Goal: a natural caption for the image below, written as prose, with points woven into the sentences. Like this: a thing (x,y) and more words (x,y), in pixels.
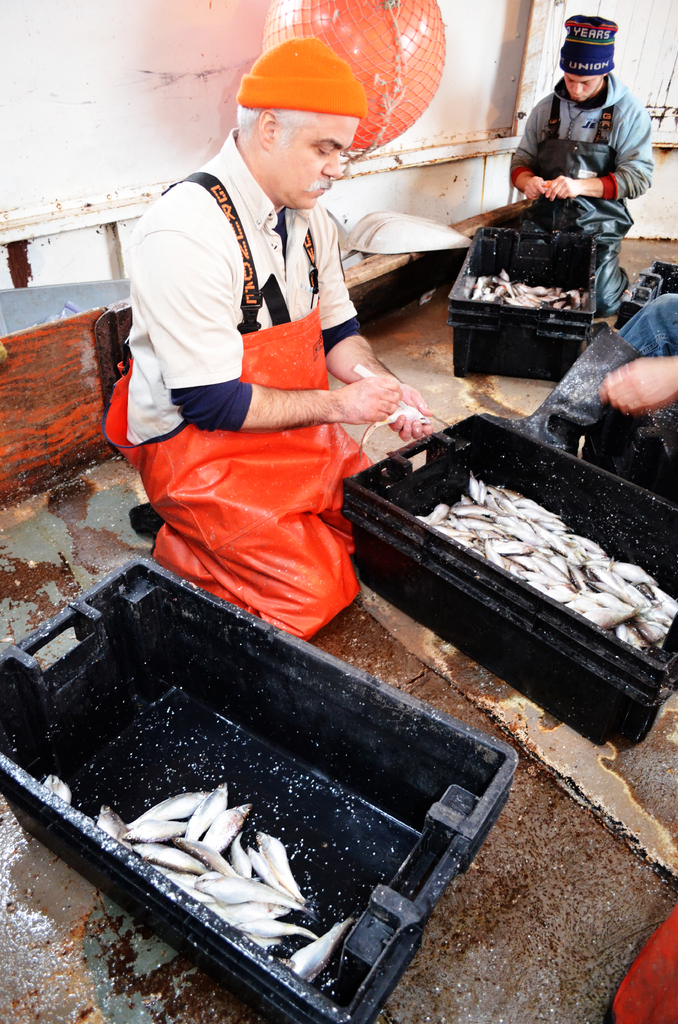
In this image we can see persons (155,401) are sitting, in front of them containers (487,566) are there. In the containers (512,595), fishes (264,854) are present. Behind them one orange color ball (385,88) is present in net (401,94) and white color wall (154,82) is there.
